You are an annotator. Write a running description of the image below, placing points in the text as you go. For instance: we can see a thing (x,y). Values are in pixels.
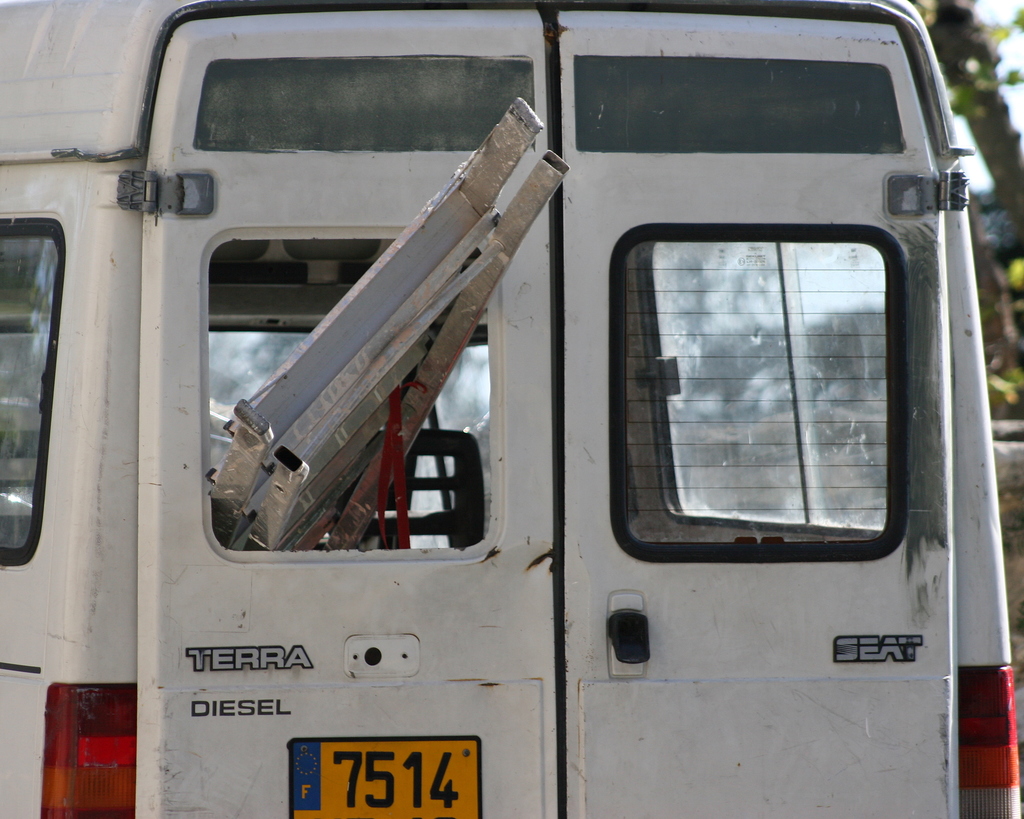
In this picture we can see a close view of the white color van (455,756). In the window (484,527) we can see some silver ladder (451,256).
